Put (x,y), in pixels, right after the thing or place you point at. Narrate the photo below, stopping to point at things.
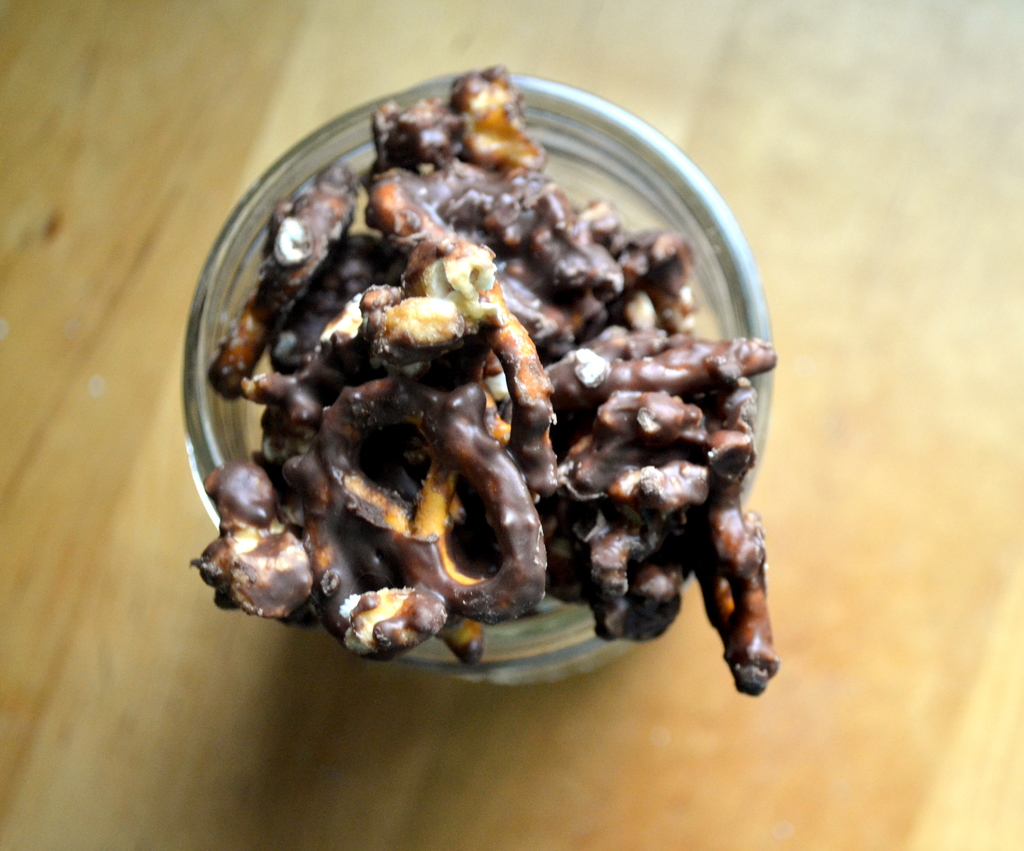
In this image I can see a glass bowl (707,220) on the cream colored surface (841,226) and in the bowl (681,217) I can see a food item (478,327) which is cream and brown in color.
